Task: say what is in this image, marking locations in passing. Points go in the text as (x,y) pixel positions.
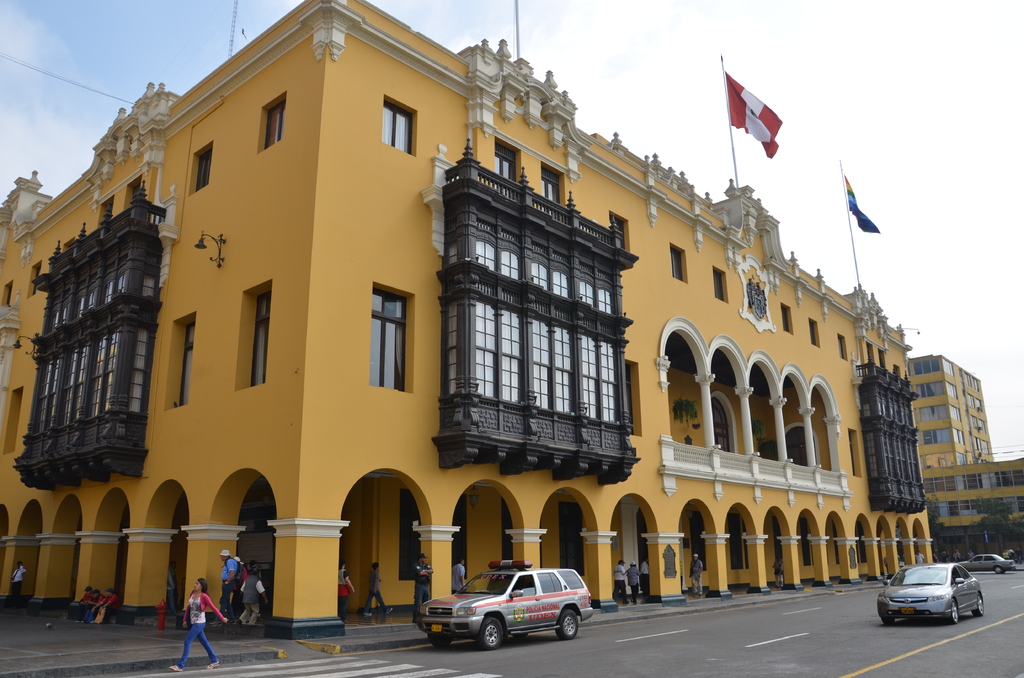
In this image we can see some buildings (570,408) with windows (595,401) and pillars (316,572). We can also see some people (380,592) standing under a building (368,541). We can also see some vehicles (908,608) on the road (683,646) and the sky (770,196) which looks cloudy.
